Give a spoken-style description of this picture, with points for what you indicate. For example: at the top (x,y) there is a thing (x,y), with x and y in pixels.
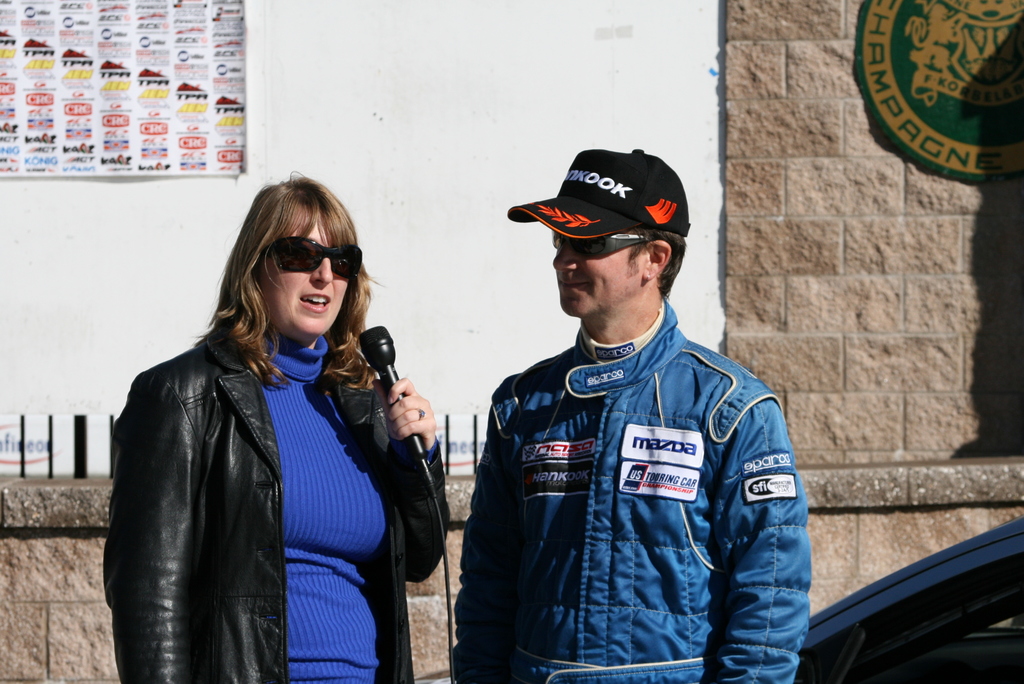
In this picture, we see a man (538,439) and the women (273,425) are standing. The woman (256,314) is wearing the goggles (343,263) and she is holding the microphone (429,470) in her hand (395,429). I think she is talking on the microphone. Beside her, we see a man (581,474) in the blue jacket (658,445) is wearing the goggles (588,239) and a cap (549,224). He is smiling. Behind him, we see a car (909,624). Beside that, we see a wall (827,397) which is made up of stones (930,378). On the left side (102,437), we see the railing (82,437) and a white wall (151,215) on which a poster (106,80) is placed. In the right top (939,153), we see a board (876,89) in green color with some text (947,83) written on it.
